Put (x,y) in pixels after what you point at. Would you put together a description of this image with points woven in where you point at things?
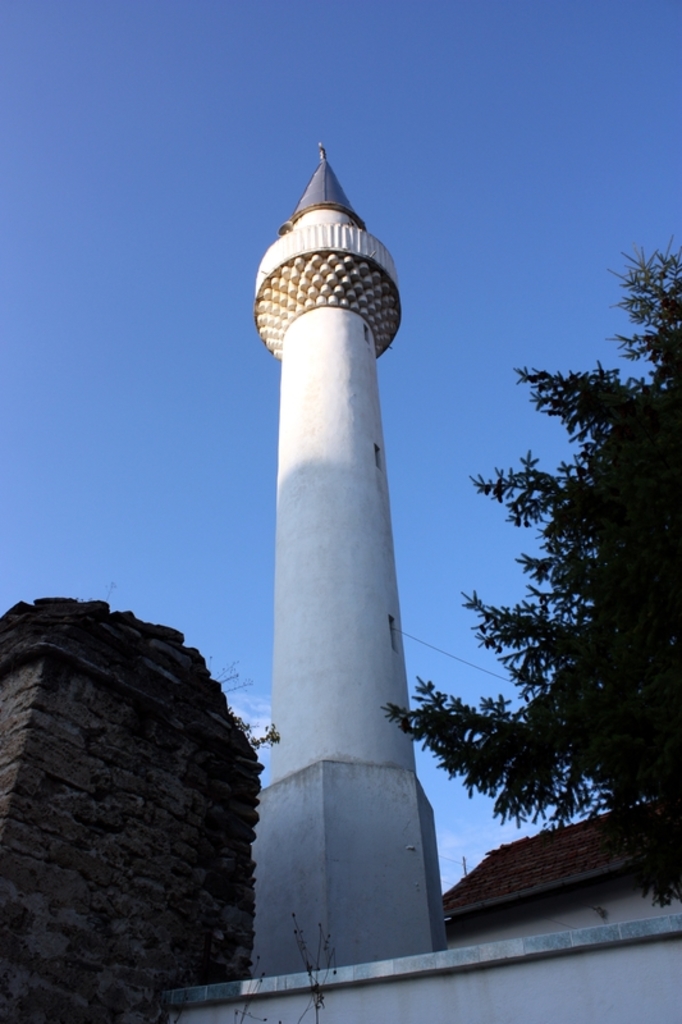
In this image there is a big tower (283,931) beside that there is a tree (572,775) and some pillar (89,968).
